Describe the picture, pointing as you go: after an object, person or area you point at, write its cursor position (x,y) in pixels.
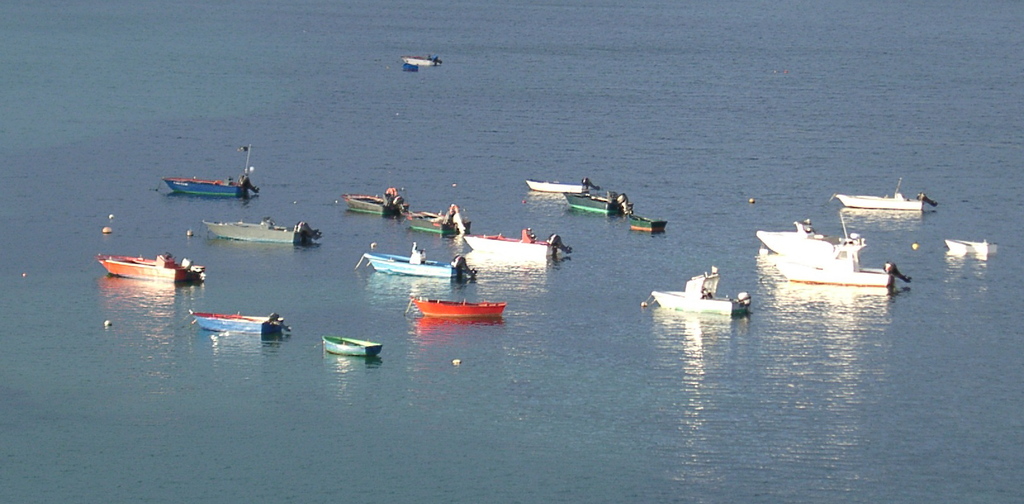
In this image I can see there are many boats (214,180) floating on the water (487,386) and the background (649,124) is water (997,179).
